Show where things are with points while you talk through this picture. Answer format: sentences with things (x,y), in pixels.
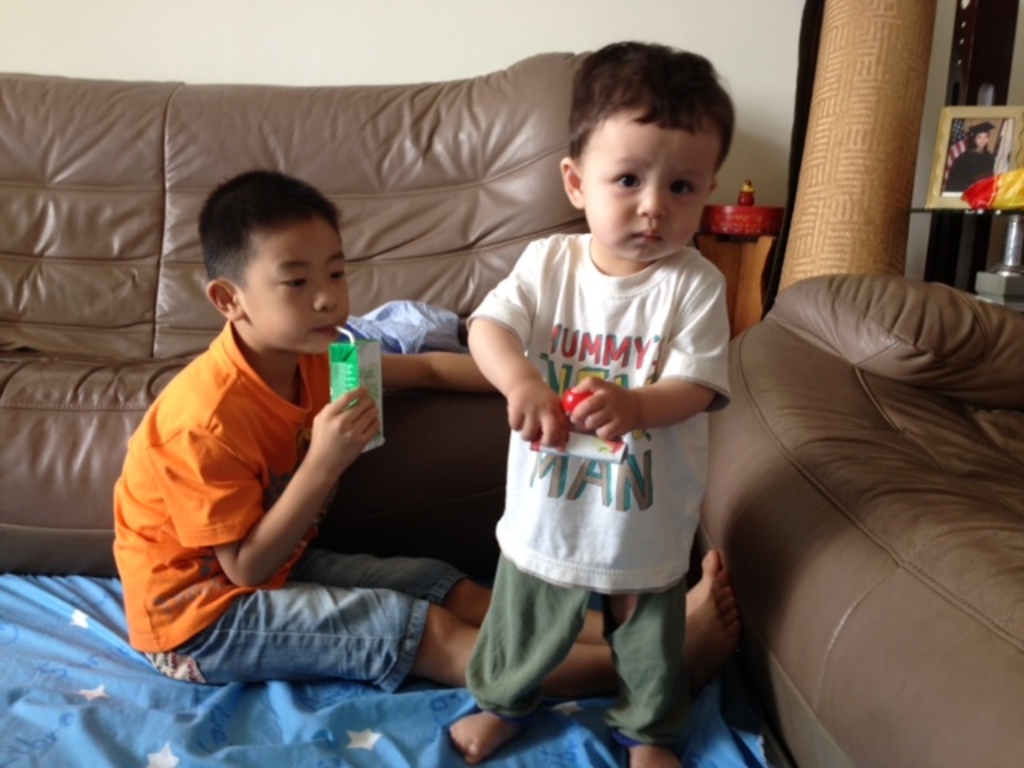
Here in this picture we can see a child (601,364) standing and another child (357,553) sitting on the floor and we can see the child (285,650) on the left side (311,400) is drinking something and we can also see a sofa (444,428) and a chair (882,438) present on the floor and on the right side (978,127) we can see a photo frame (959,122) present on a table (956,210).
